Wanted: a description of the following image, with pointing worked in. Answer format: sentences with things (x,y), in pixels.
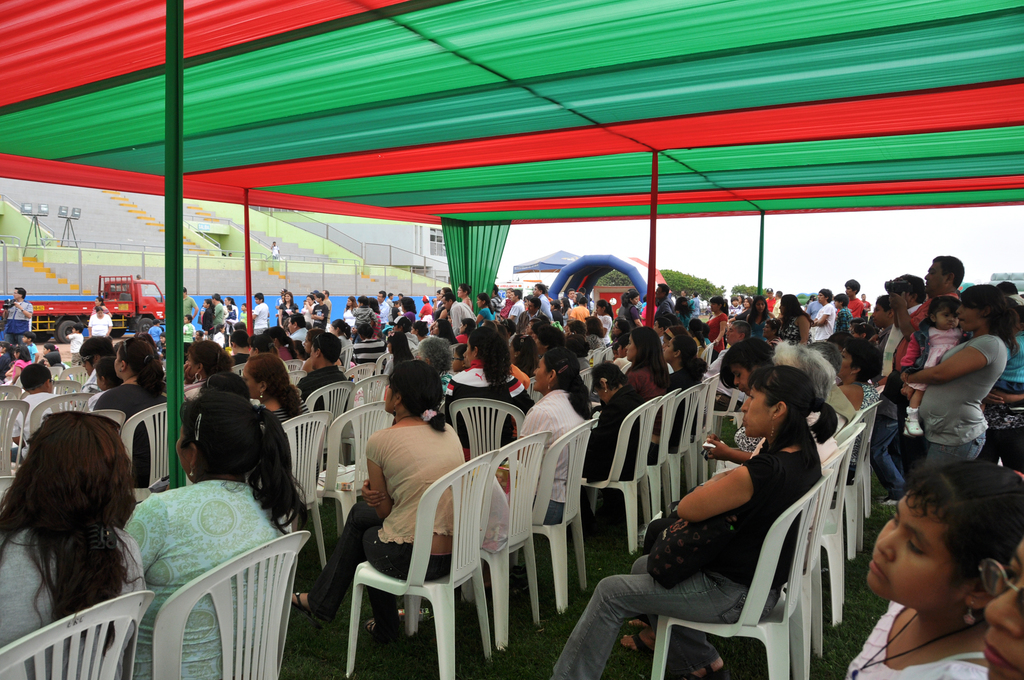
In this image I see number of people (152,360) in which most of them are sitting on chairs (853,507) and few of them are standing. I can also see a vehicle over here.
